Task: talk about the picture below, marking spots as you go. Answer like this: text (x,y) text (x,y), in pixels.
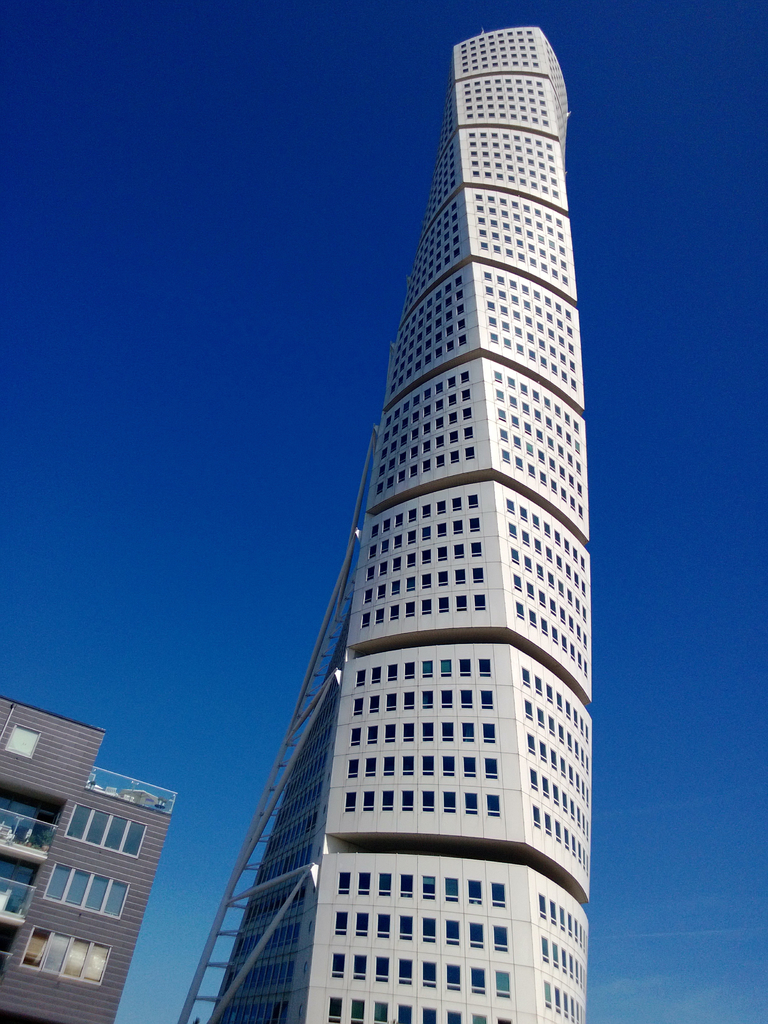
In this picture, there is a huge building (508,796) with windows (494,889). At the bottom left (123,903), there is another building (24,1002). In the background (224,317), there is a sky (297,199).
